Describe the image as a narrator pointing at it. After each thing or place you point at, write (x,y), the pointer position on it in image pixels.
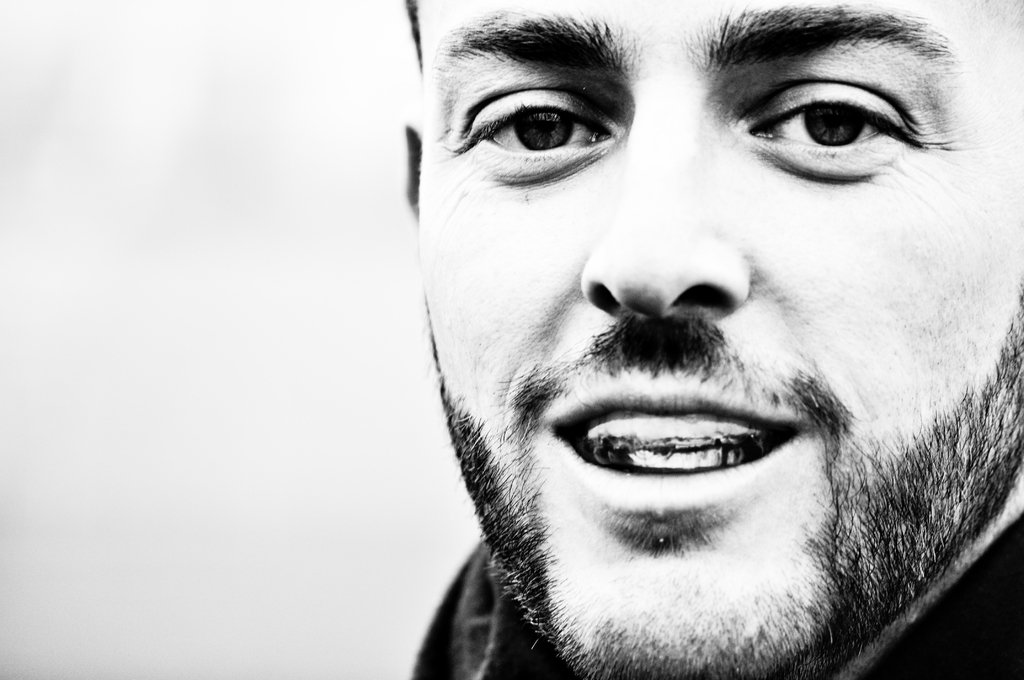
It is the black and white image in which we can see the face (637,137) of a man (915,274).
